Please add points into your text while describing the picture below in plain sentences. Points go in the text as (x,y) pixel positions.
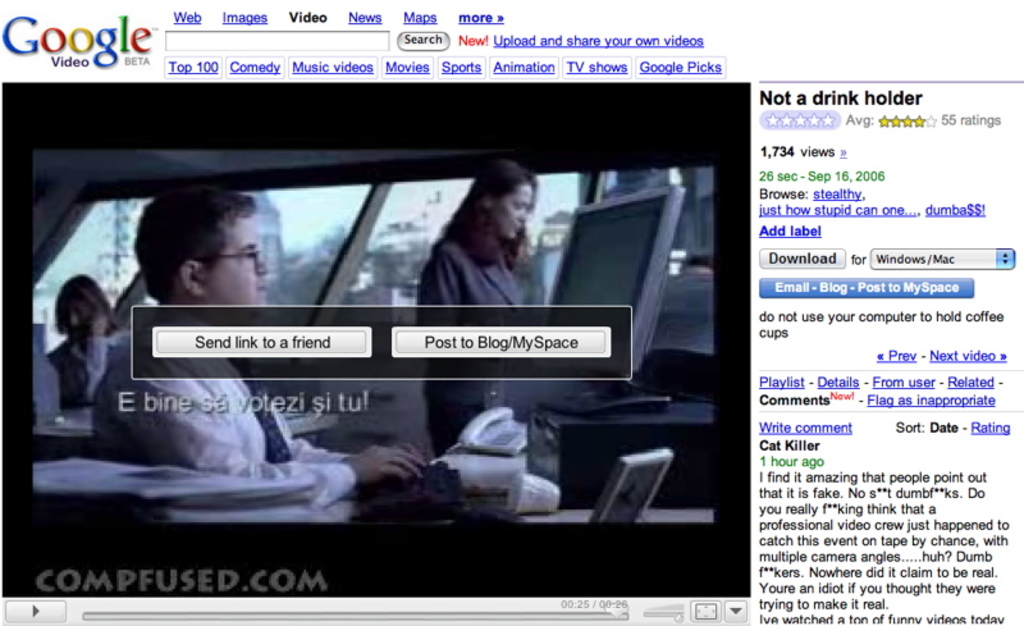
This picture is about the website image. In the center of the image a person (238,272) is sitting in-front of the screen (658,274). In the middle of the image (491,270) a lady (512,187) is standing. On the left side of the image (74,341) a person (66,351) is sitting. We can see the glass (536,500), telephone (488,426), frame (646,480) are present. On the right side of the image (895,391) text (895,354) is there. At the top of the image (404,60) text (407,40) is present.
